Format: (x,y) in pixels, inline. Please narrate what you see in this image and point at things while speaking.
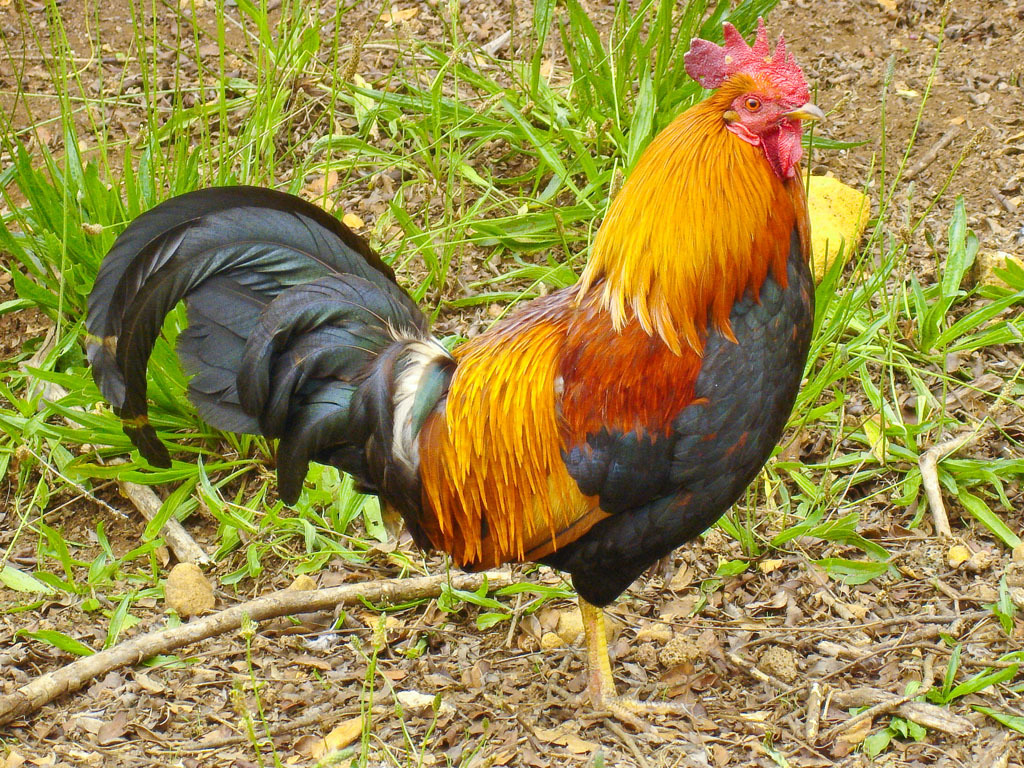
In this picture we can see a cock (782,265) standing on the ground (441,630) beside the grass (513,147).
